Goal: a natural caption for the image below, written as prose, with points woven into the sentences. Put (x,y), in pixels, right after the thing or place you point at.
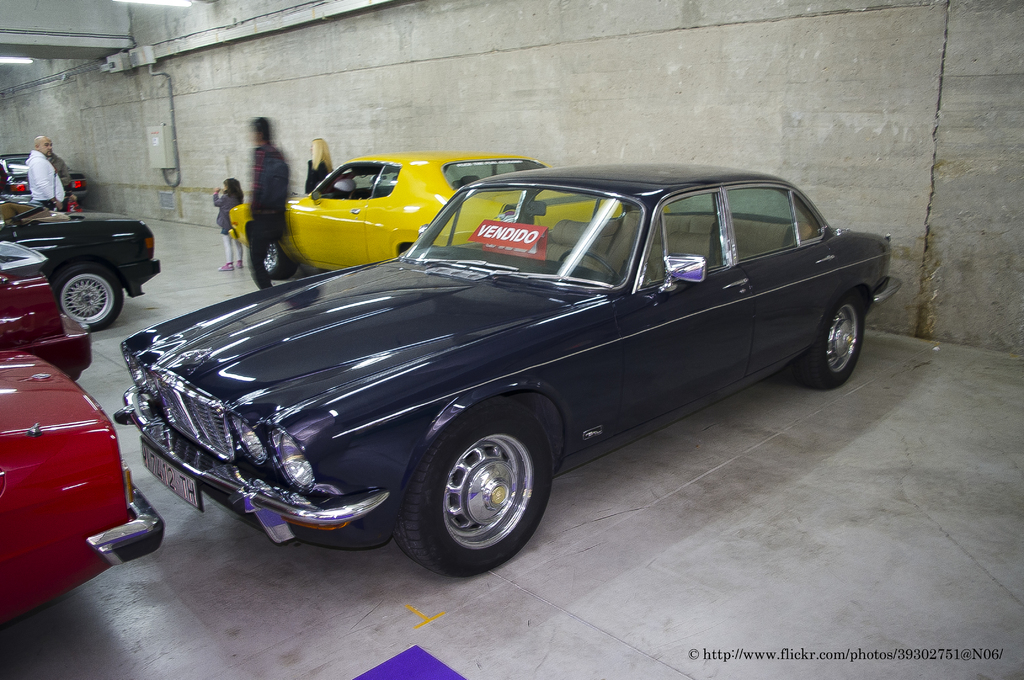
These are the cars (28,259), which are parked. I think this is a wall (405,60). I can see three people (281,199) and a girl (228,204) standing. This looks like a current pole (158,129), which is attached to the wall (215,57). I can see the watermark (833,659) on the image.
